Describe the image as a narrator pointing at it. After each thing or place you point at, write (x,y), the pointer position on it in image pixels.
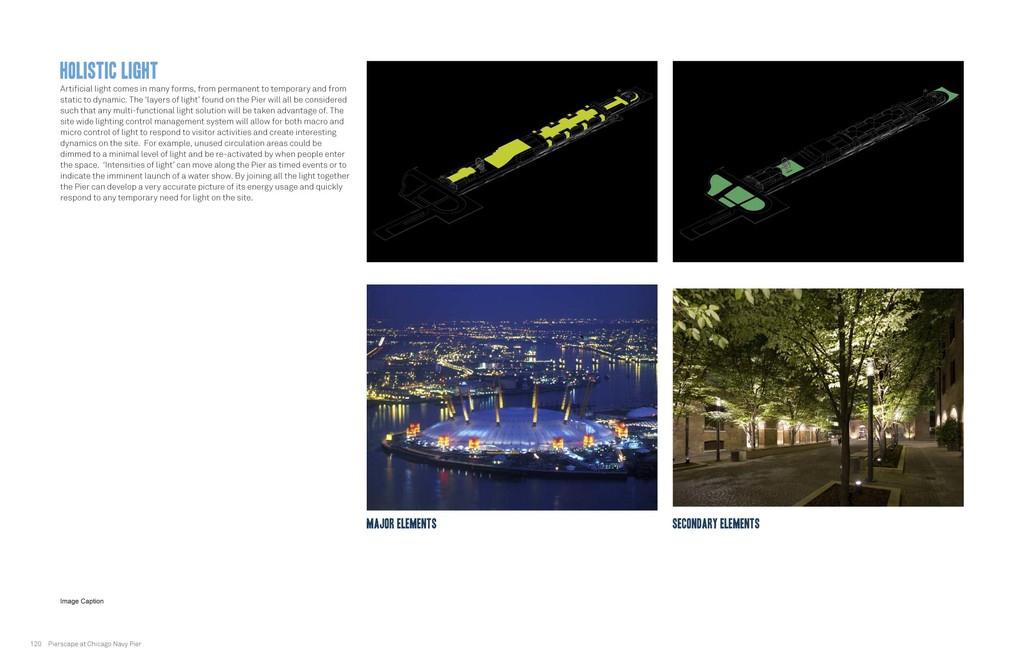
On the right side of the image (720,362) we can see collage pictures (626,415) of trees (900,400), city (495,375) and some drawings (517,177). On the left side of the image (188,118) there is text (103,103).
